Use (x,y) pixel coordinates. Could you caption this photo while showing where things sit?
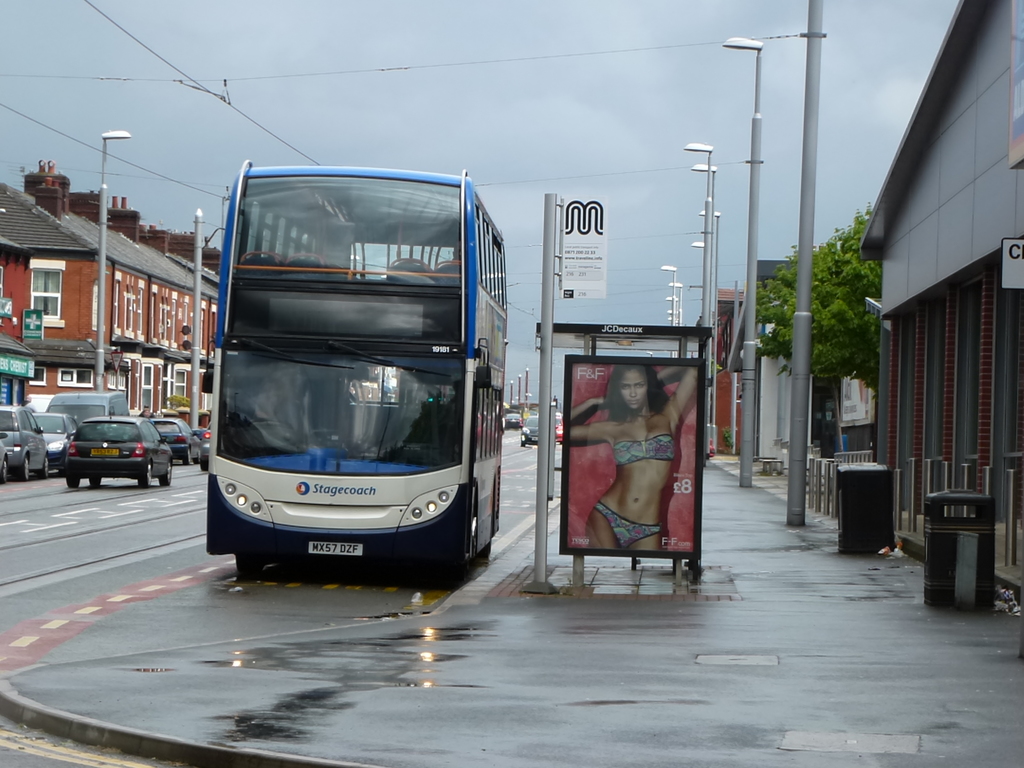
In this image I can see the vehicles (316,501) on the road (128,516). To the side of the road (202,494) I can see boards (583,407) and the poles (545,395). I can also see the plants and the buildings (71,317) with windows (54,314). In the background (663,190) I can see the clouds (608,198) and the sky (663,190).
